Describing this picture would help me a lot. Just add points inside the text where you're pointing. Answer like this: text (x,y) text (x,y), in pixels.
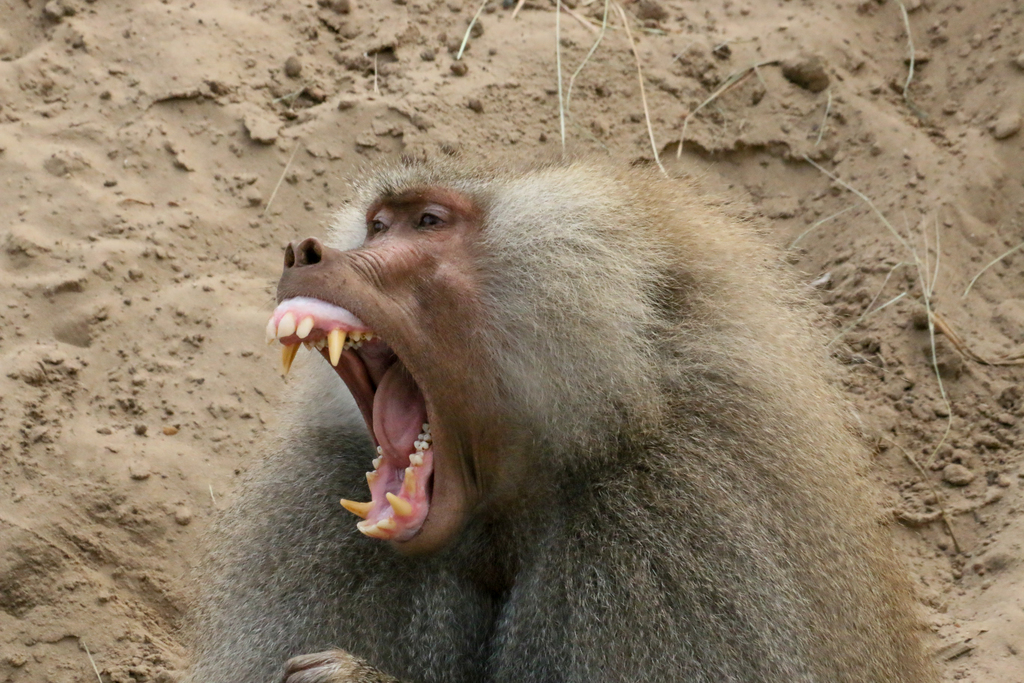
In this picture, we see an animal (410,466) which looks like a monkey (486,511). It might be screaming or yawning. In the background (199,167), we see the soil (164,309), which is brown in color.
